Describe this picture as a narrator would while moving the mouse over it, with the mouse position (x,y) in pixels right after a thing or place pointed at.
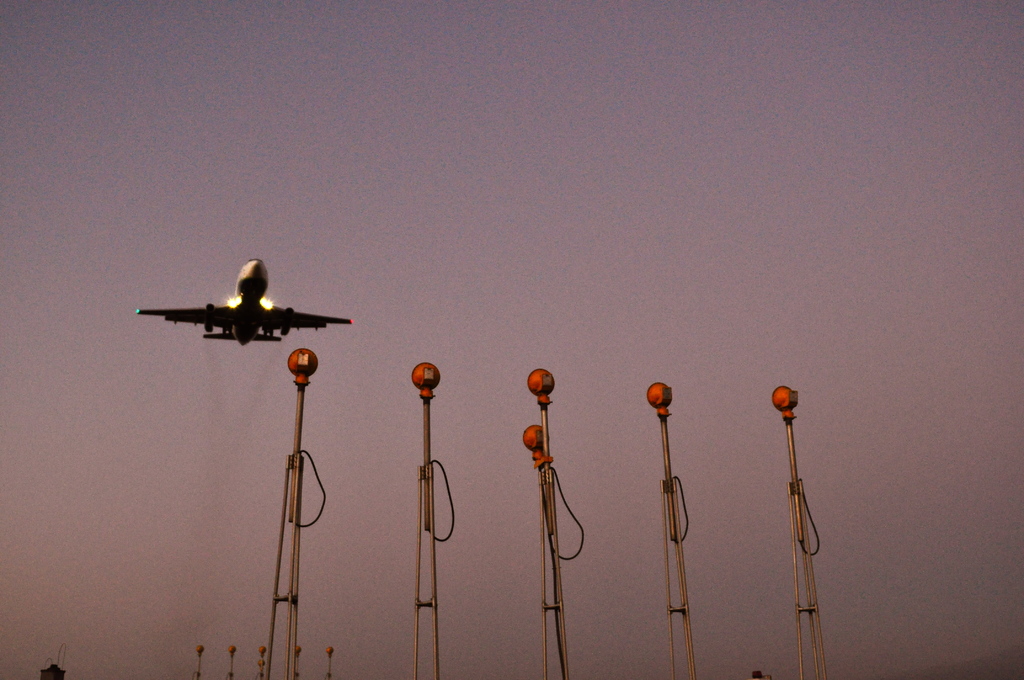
This picture shows a few pole lights (791,404) and we see a aeroplane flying and we see a clear sky (115,336).
